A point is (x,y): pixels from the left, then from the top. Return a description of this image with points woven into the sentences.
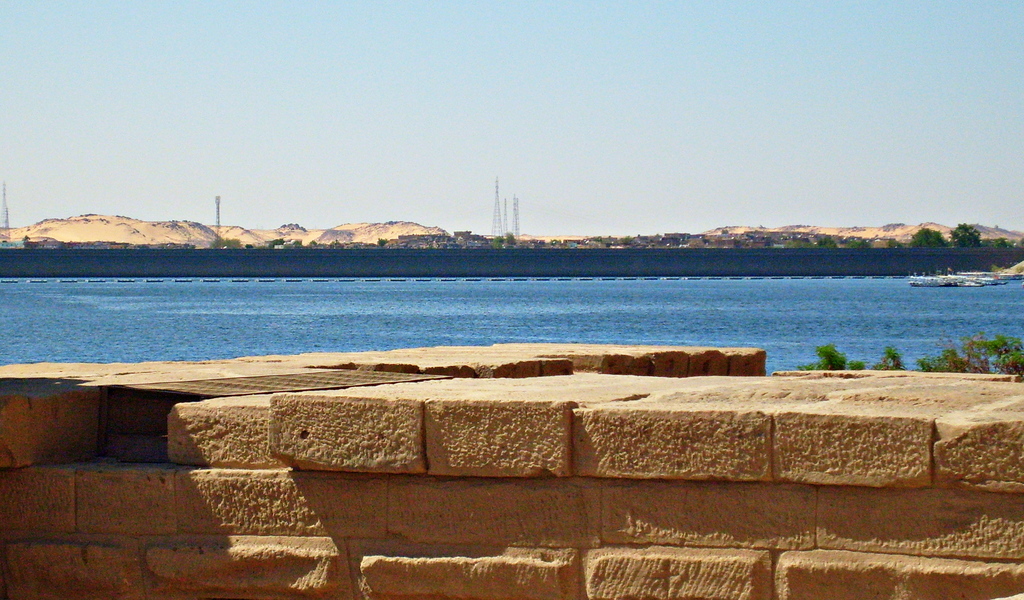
In the foreground of this image (582,391), we see a wall (527,457). In the middle of the image (572,301), we see water (694,297), ships (975,277), and trees (983,353). In the background (343,242), we see buildings (485,237), trees (315,242), towers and the sky (492,223).
